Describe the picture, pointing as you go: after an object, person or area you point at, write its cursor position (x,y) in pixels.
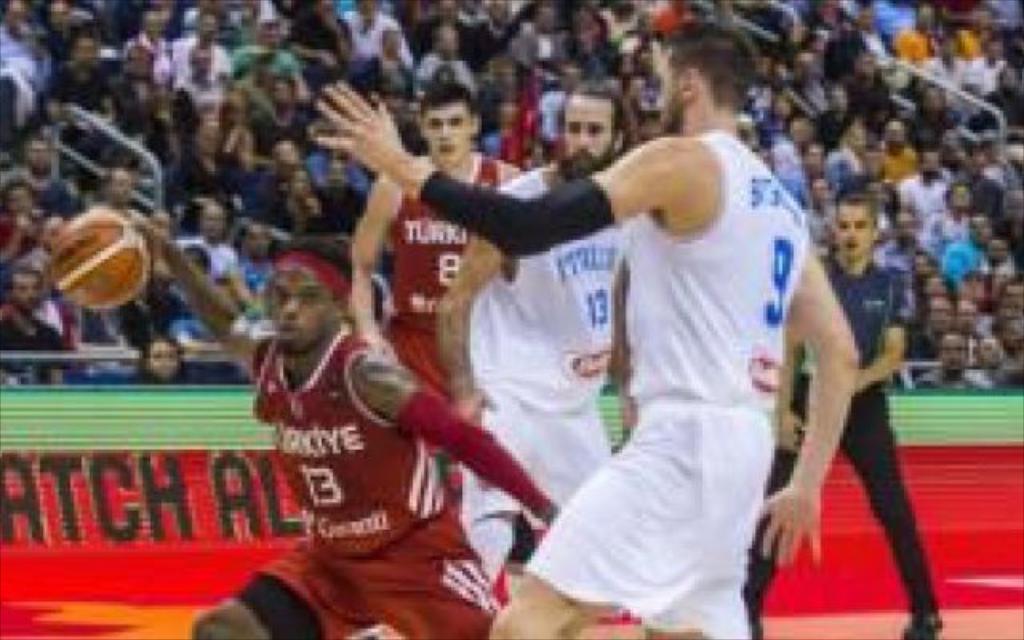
In the picture we can see some players (539,518) are playing a basketball (90,246) and in the background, we can see audience (955,313) sitting and watching them.
